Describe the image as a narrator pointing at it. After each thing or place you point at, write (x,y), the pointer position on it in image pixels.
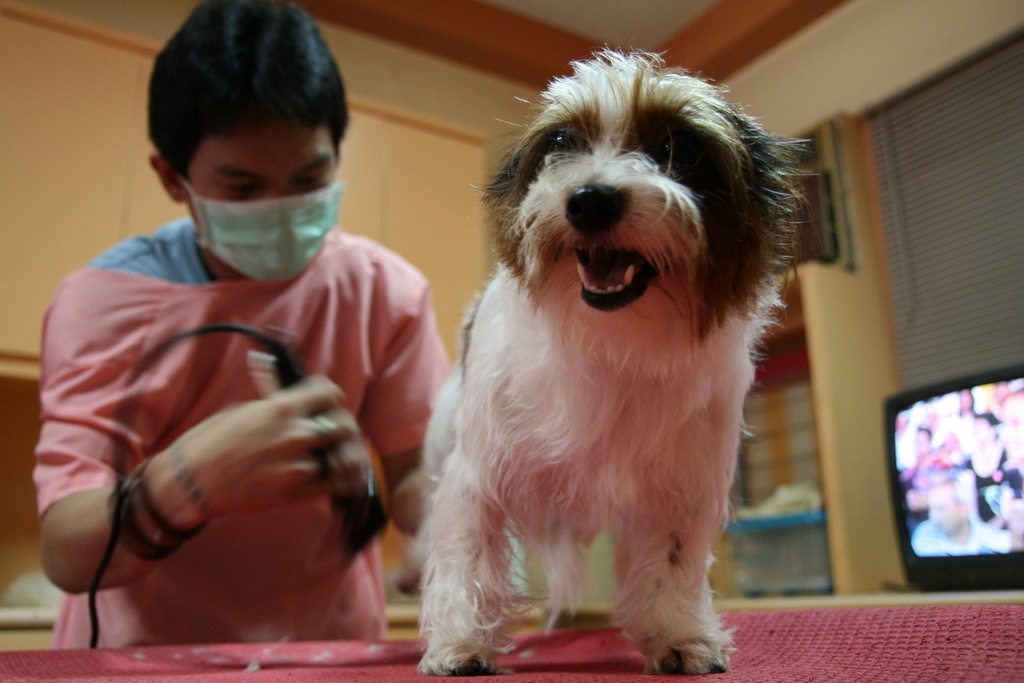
In this image there is a dog (570,370) on a table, behind the dog (465,432) there is a person (295,318) holding a trimmer (283,348) in his hand (309,393), behind the dog (547,429) there is a television (905,489).
